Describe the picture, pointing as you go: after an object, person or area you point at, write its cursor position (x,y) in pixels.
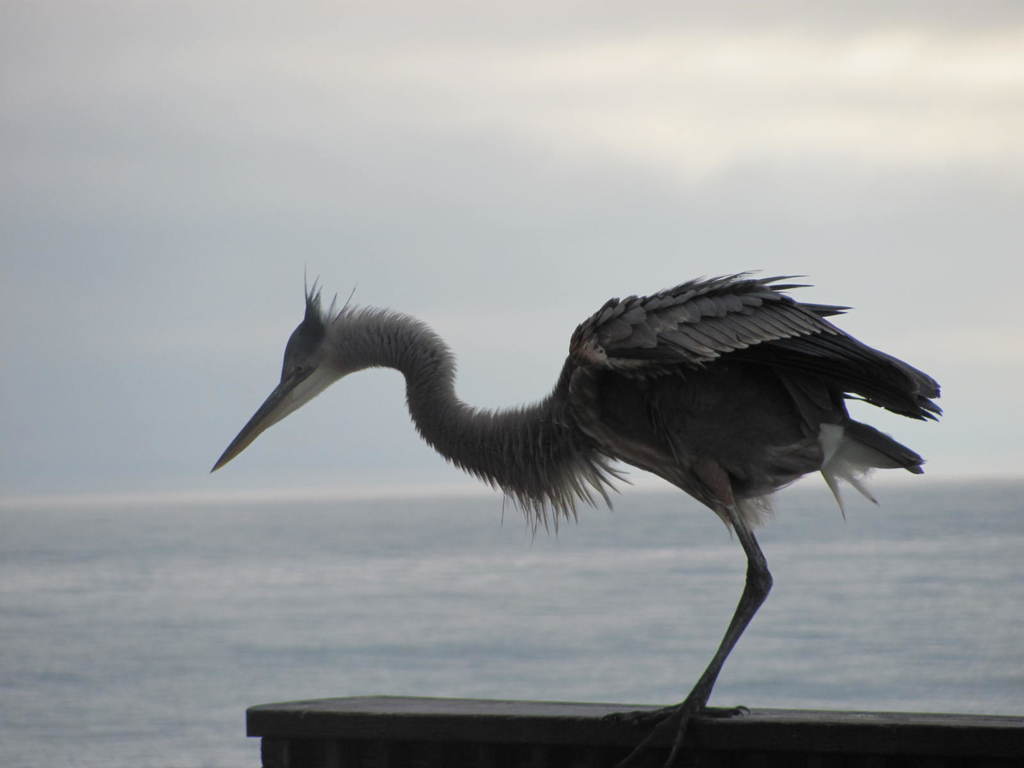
In this image there is a bird (660,393) standing on a wall (446,722). In the background (391,611) there is water body (388,504). The sky (409,181) is cloudy.
